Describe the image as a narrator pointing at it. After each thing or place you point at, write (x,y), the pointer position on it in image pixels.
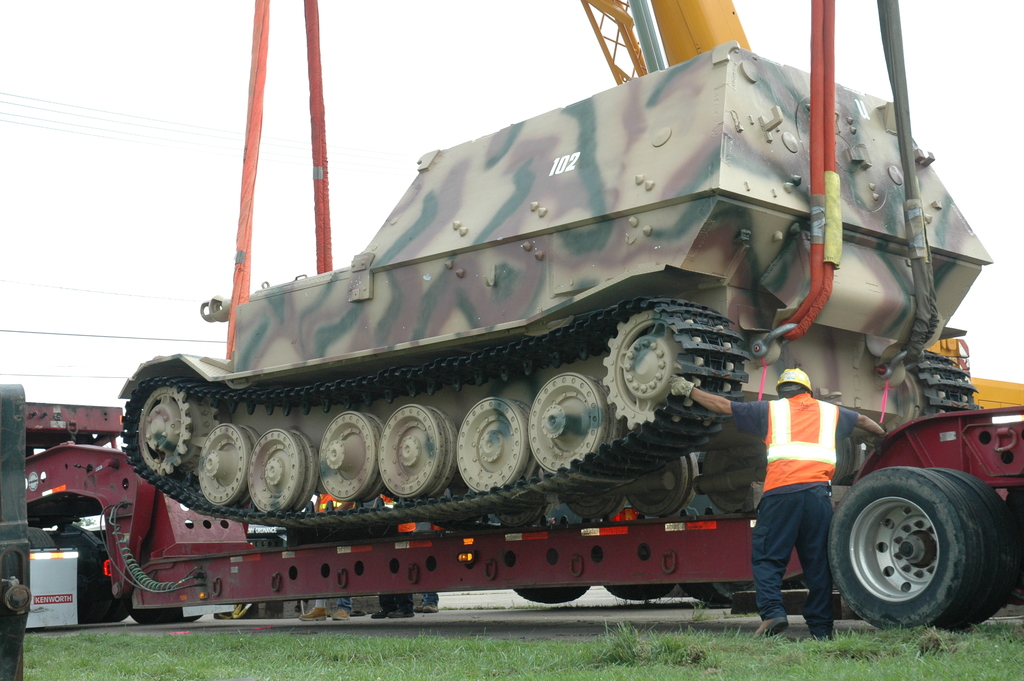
In this picture we can see a vehicle (74,562) and some people (821,585) standing on the road (452,615), grass (124,662) and in the background (126,333) we can see the sky (501,88).
